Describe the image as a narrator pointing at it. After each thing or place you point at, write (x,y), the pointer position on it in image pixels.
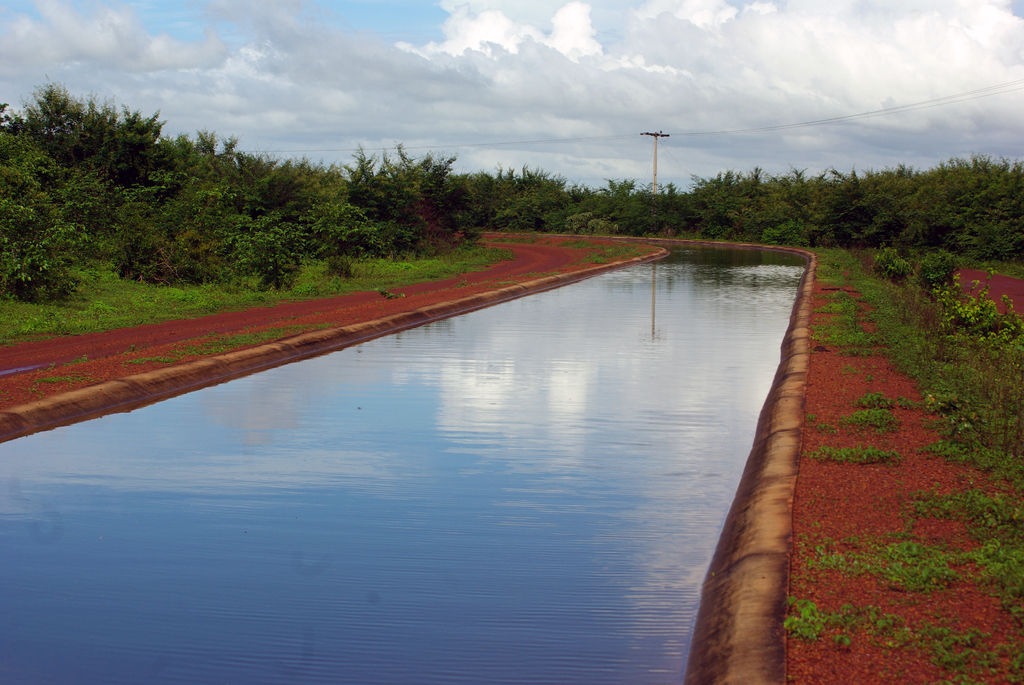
In the center of the image (426,395) we can see water (351,405). In the background (567,48), we can see the sky (638,110), clouds (929,158), trees (961,204), plants (946,326), one pole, grass (953,427) etc.
